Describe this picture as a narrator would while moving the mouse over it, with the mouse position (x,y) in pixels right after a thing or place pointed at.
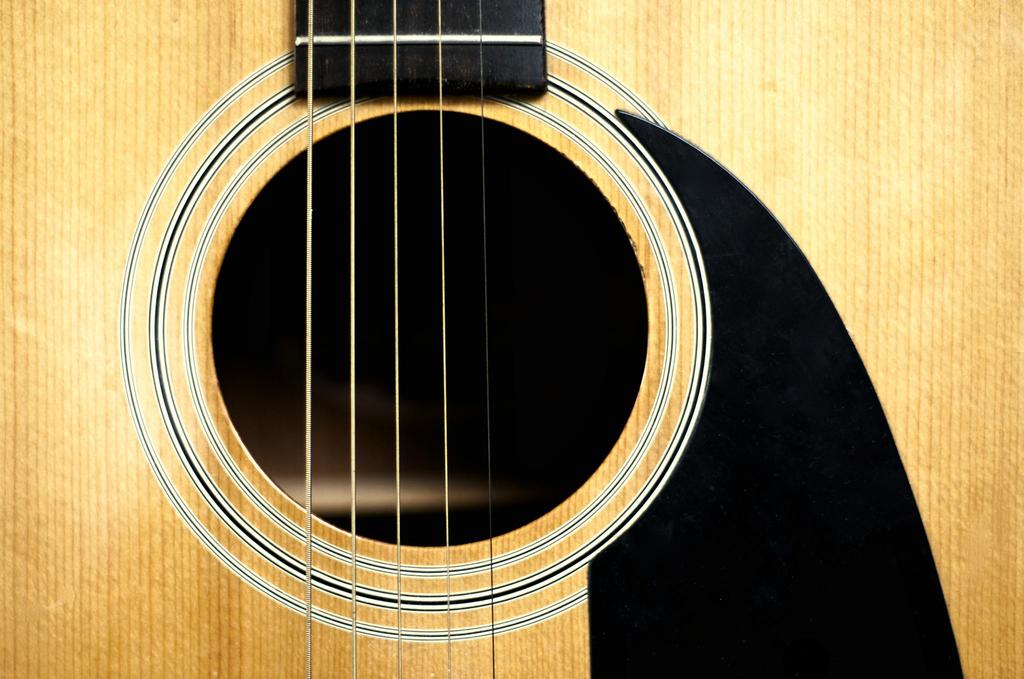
This is the image of a guitar (431,361).
